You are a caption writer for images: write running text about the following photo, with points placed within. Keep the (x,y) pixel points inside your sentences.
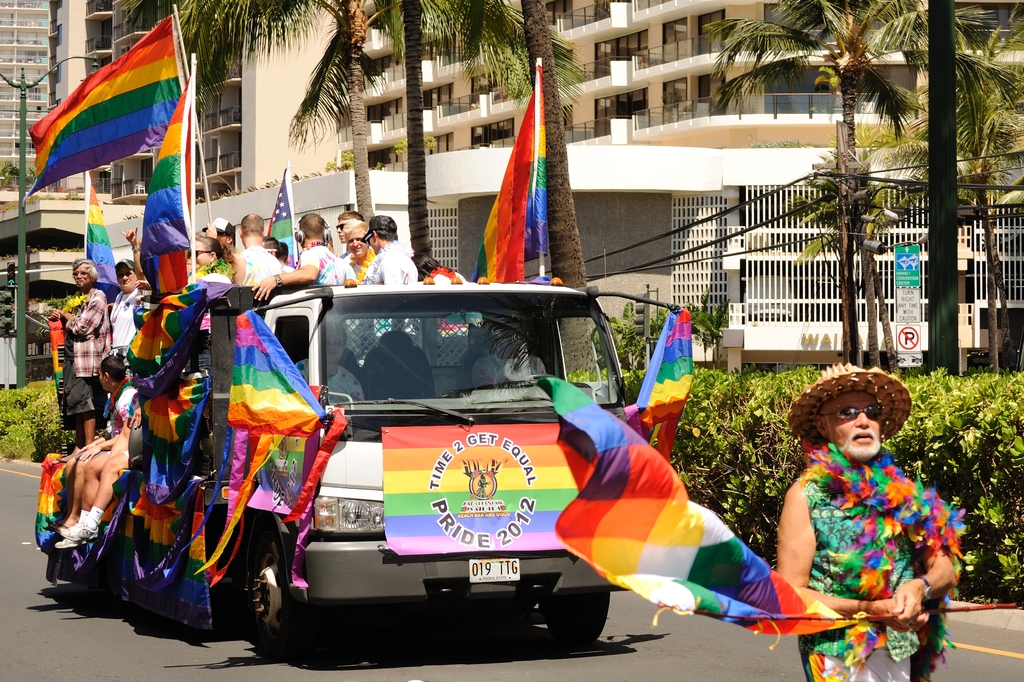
In this picture we can see a truck (533,337) on the road (173,635), and few people (108,432) are seated in it, beside to the truck (534,418) we can find few shrubs (707,437), trees (329,60), fence (888,295), sign boards (920,257) and buildings (736,123), and also we can see flags (133,114).
